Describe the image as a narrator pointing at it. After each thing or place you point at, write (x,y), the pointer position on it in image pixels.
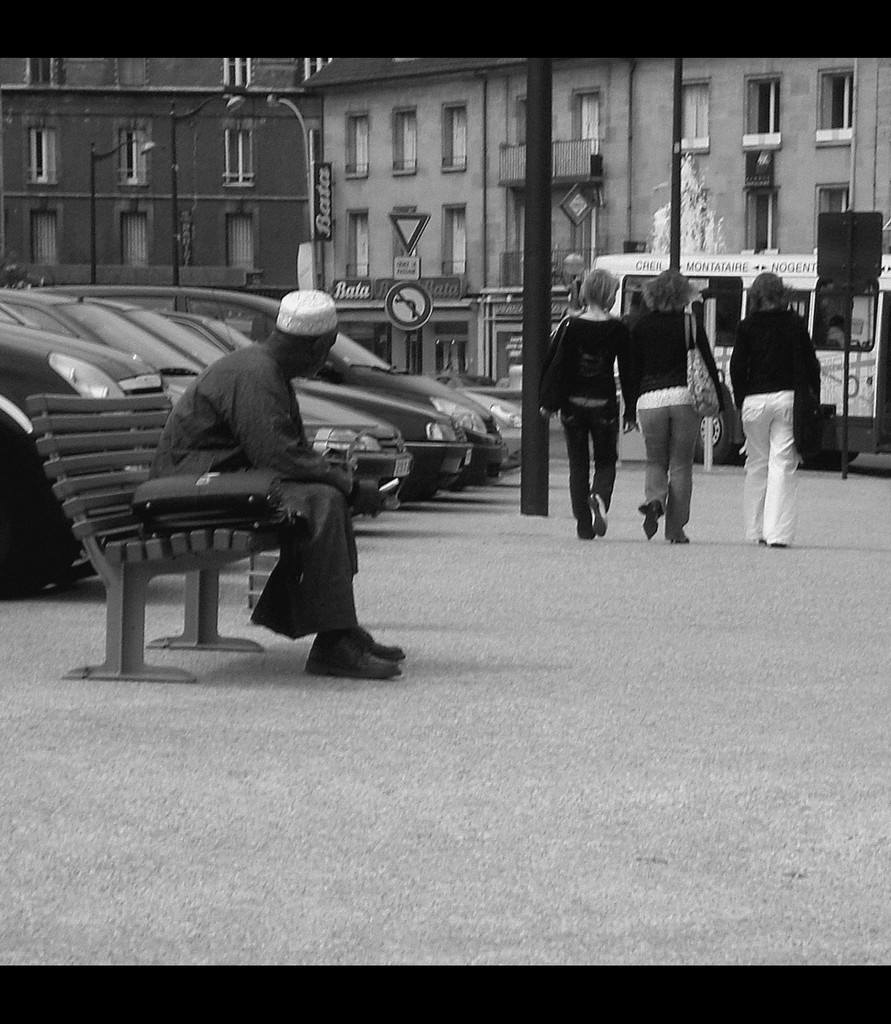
In this picture there is a man (316,527) sitting on a bench (105,495). There is a black bag (222,505) on the bench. There are three women (611,471) wearing handbags (694,330) are walking on the path (611,540). There are some cars (343,424) to the left (103,363). There is a signboard (414,314) and street lights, buildings (207,123) in the background (497,180).
